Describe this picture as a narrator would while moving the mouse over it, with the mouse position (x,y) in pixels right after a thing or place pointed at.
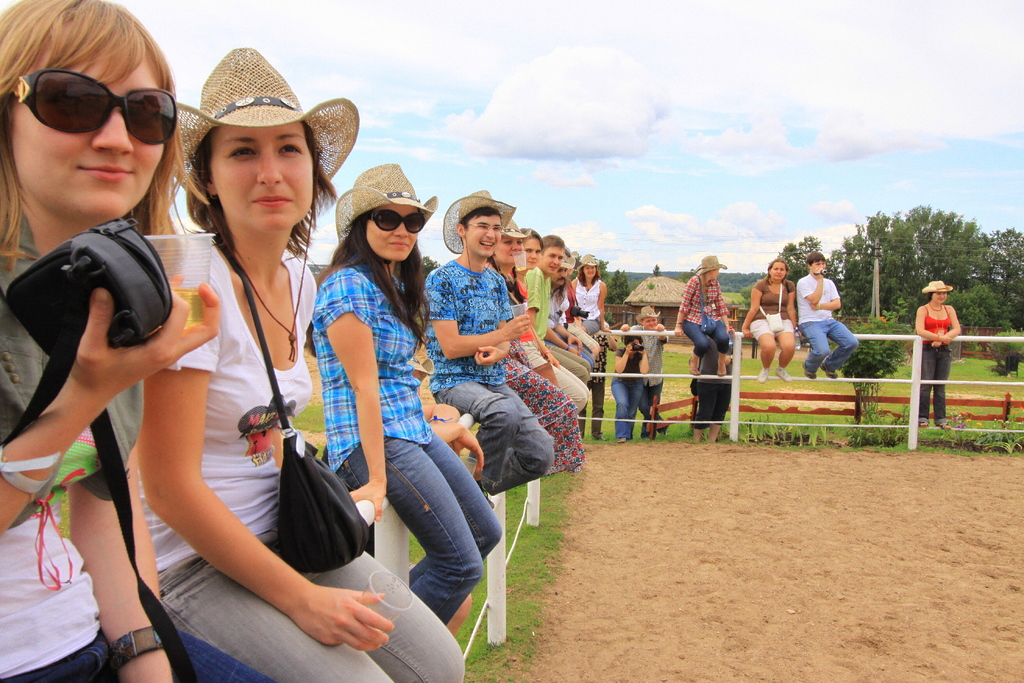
In the image we can see there are people (51,423) wearing clothes (462,358) and some of them are wearing caps (189,159) and goggles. Some of them are carrying a handbag (327,511). Here we can see sand (611,549), grass (552,516), trees (963,319), electric poles (872,295) and electric wires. We can even see hut (647,296), fence (665,336) and the cloudy sky (680,172).
